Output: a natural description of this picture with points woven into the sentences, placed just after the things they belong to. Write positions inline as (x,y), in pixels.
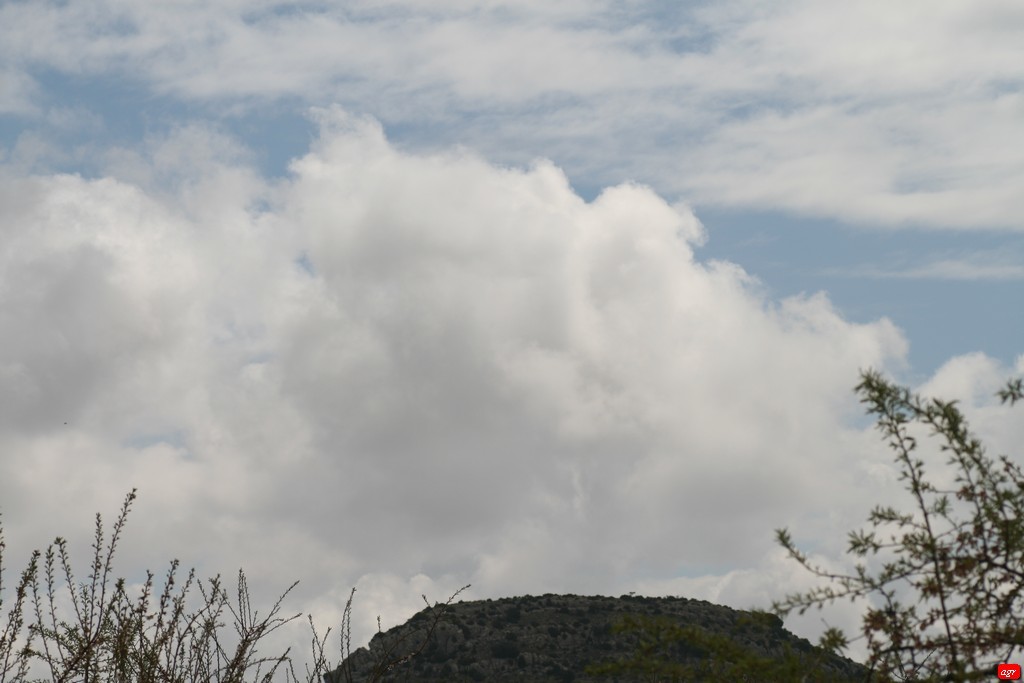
In this picture we can see some small plants (945,642) in the front (633,651). Behind there is a sky (613,392) and clouds (393,364).
